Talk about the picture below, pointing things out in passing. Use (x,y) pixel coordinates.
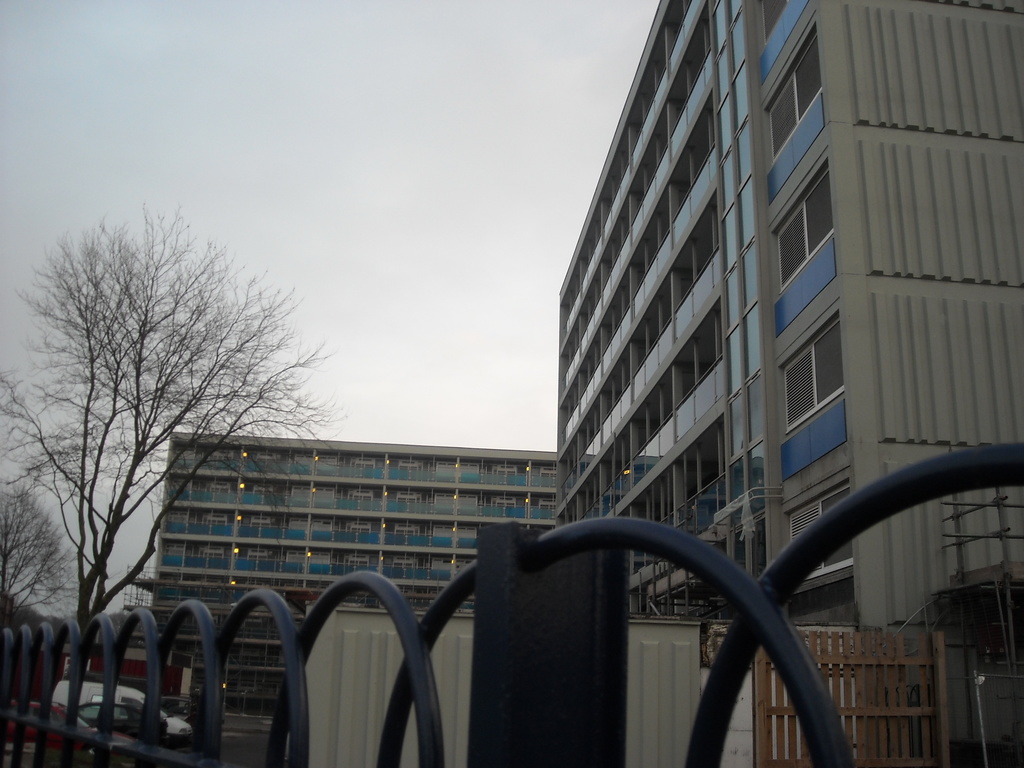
In this image I can see few buildings (445,510), few trees (15,613), few vehicles (182,721) and here I can see metal rods (512,640).
